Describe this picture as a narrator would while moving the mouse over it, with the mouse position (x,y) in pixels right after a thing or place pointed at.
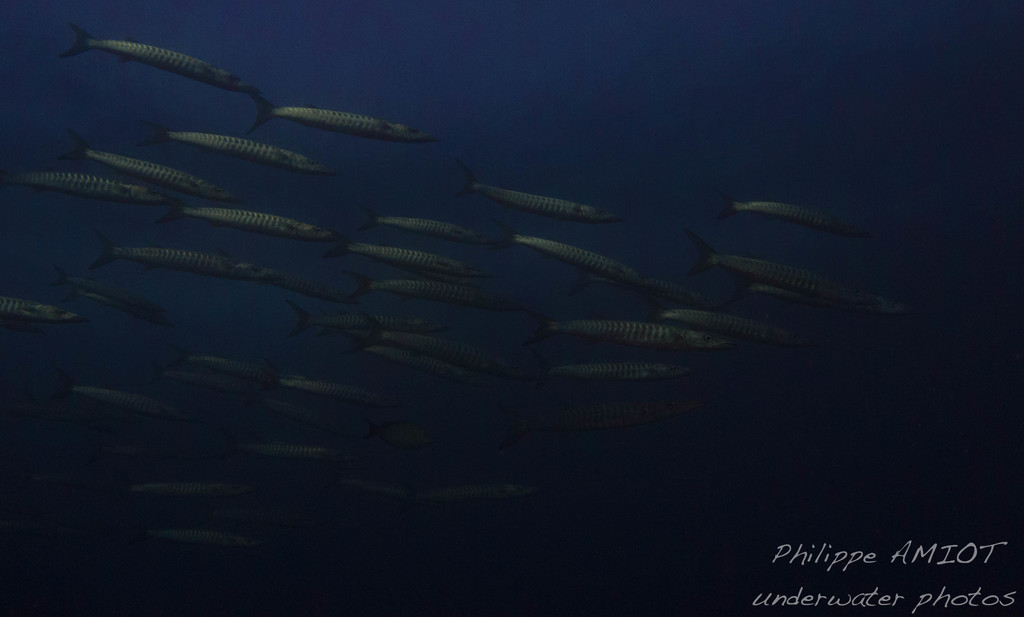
In this image I can see few fishes (330,255) in blue color water (699,150). I can see a watermark (893,575) at the bottom (923,601).
